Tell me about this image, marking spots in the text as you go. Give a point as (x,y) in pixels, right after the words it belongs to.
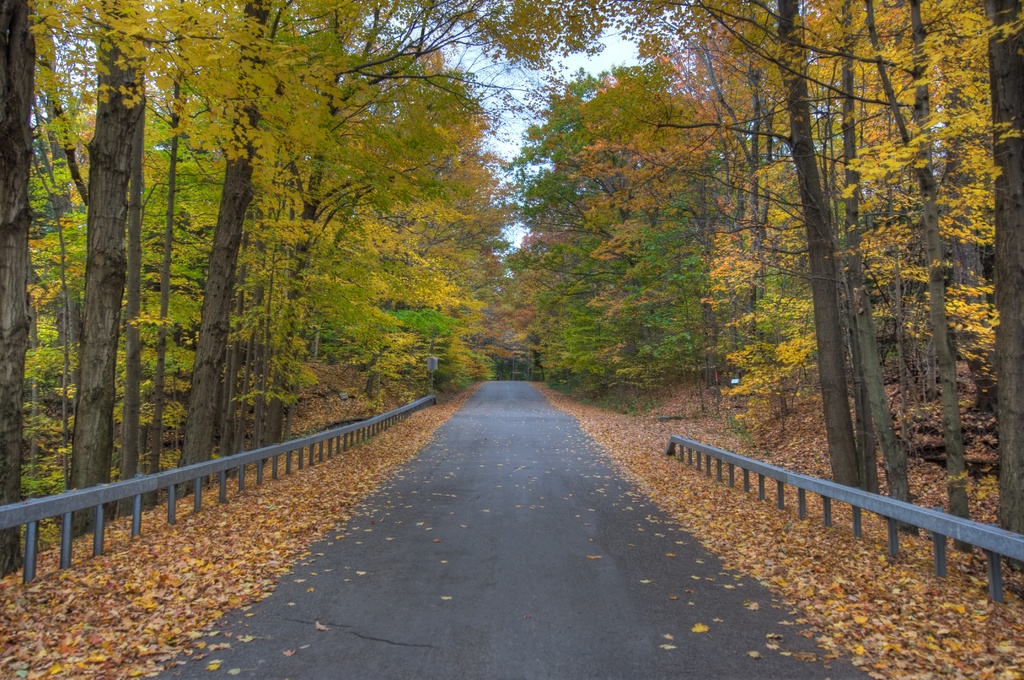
In this picture I can observe a road (510,516). There are some dried leaves (281,513) on either sides of the road (562,438). I can observe some trees (328,152) which are in green and yellow colors. In the background (503,80) there is a sky (500,139).
